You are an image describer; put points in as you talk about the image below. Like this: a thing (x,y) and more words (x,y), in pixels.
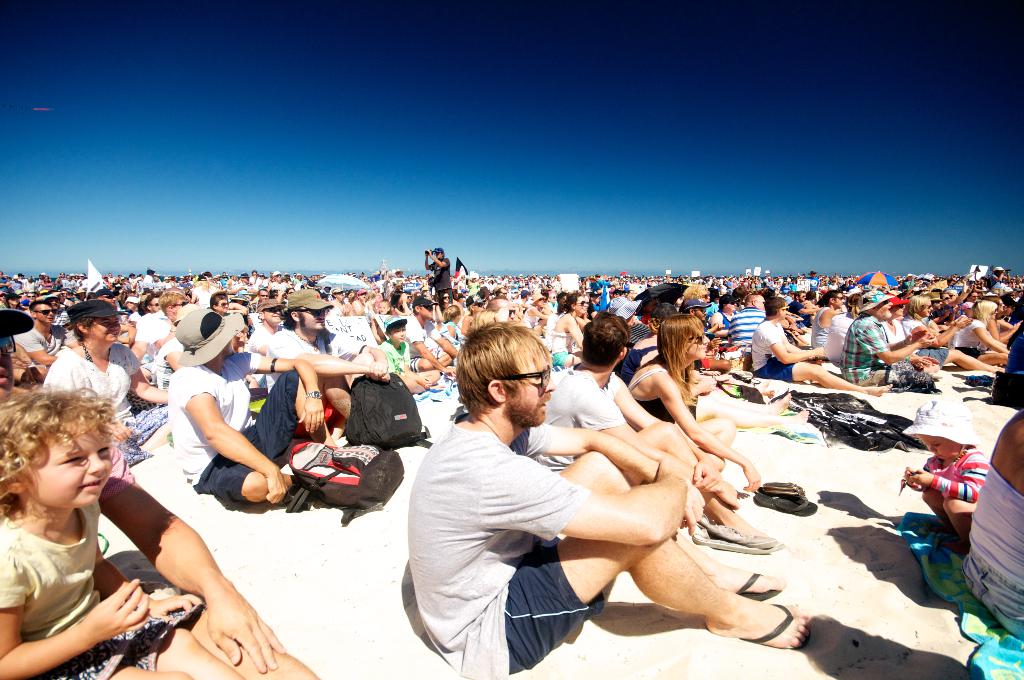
In this image I can see group of people (131,433) sitting and I can also see the person (440,291) standing and holding some object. Background (660,257) the sky (335,96) is in blue and white color.
